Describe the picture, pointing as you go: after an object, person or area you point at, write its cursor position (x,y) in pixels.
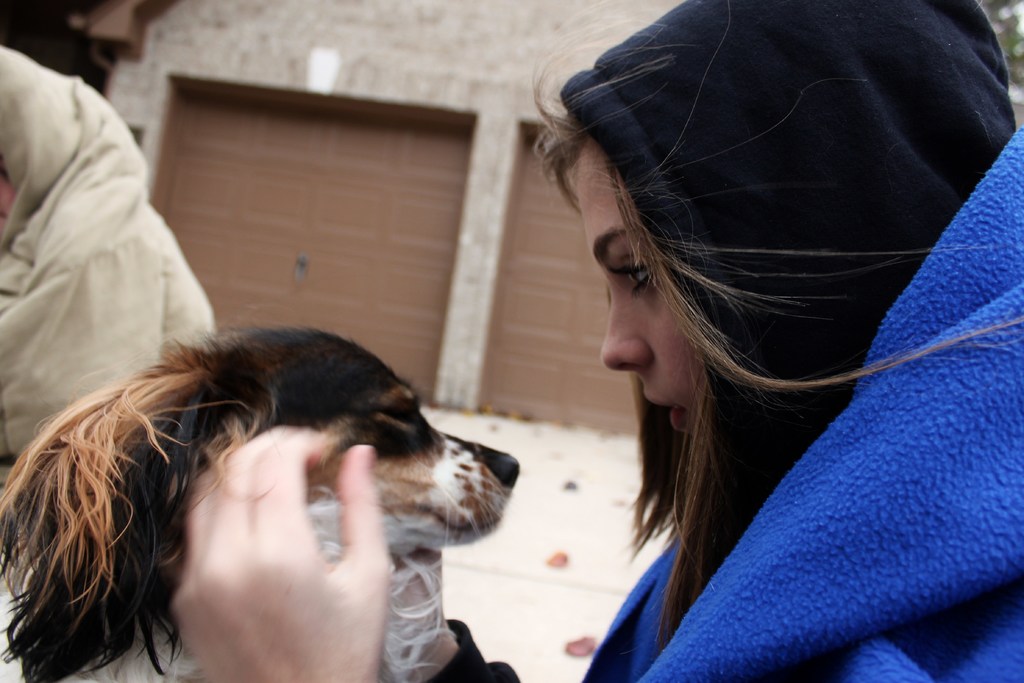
In this image I can see a woman (651,335) and a dog (361,386).
